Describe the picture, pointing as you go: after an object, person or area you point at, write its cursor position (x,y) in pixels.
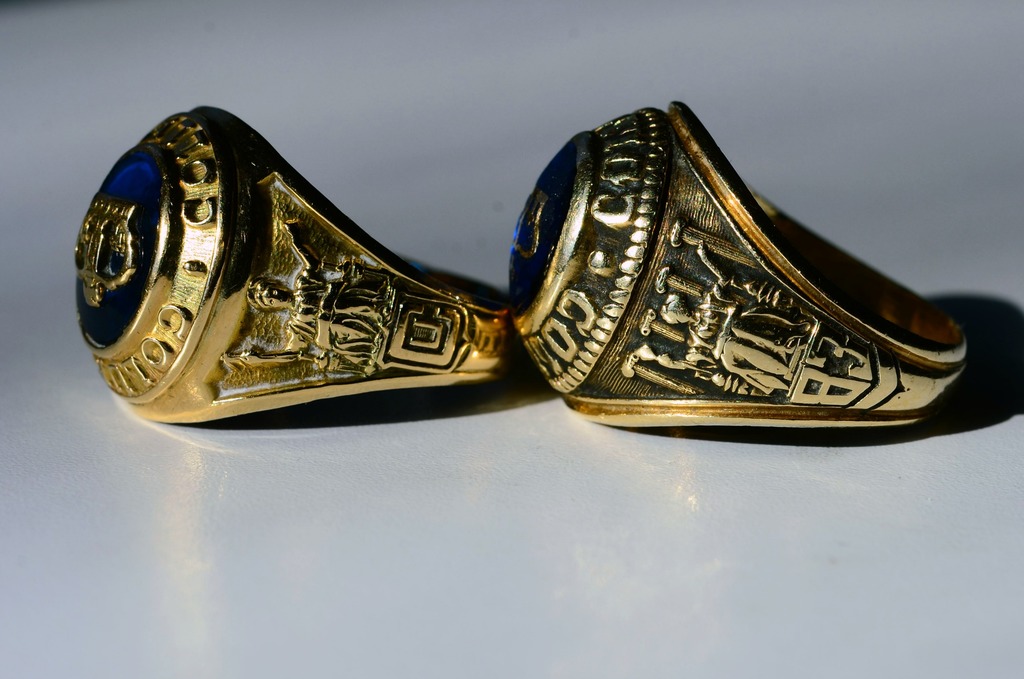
As we can see in the image there are two rings (256,310). On rings (669,321) there are sculptures (321,321).
